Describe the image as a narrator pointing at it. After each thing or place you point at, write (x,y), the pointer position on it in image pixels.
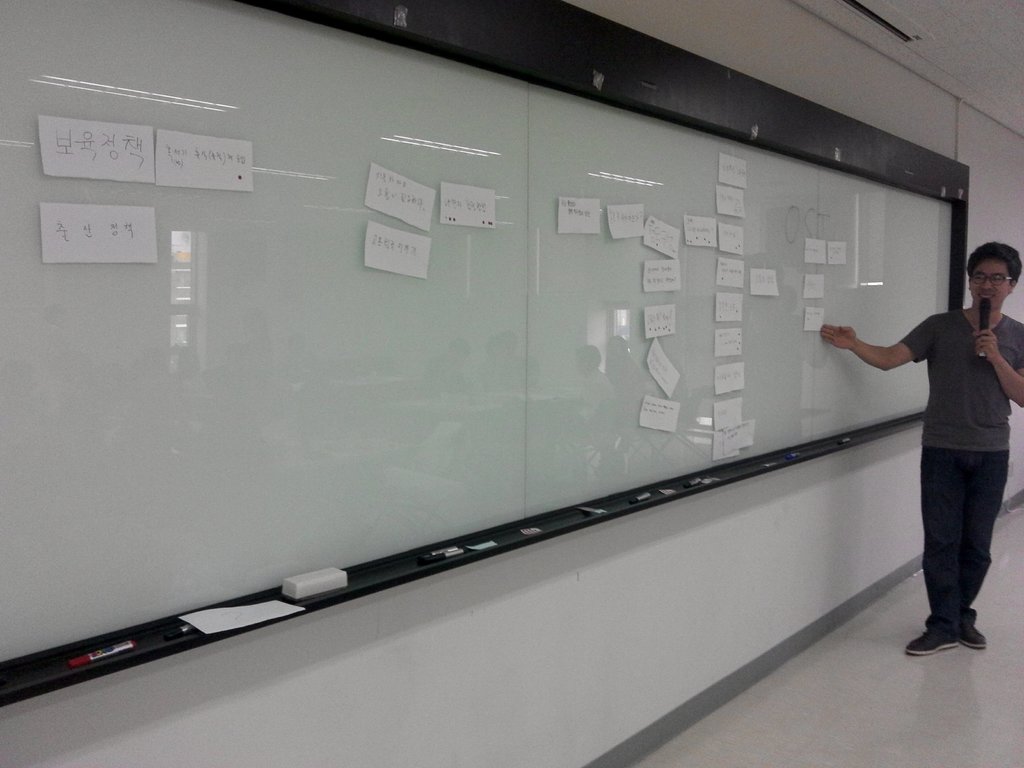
On the right side (962,408) there is a person (988,290) wearing specs (988,278) is holding a mic (984,314) and standing. Near to him there is a glass board (515,173). On the board (163,182) there are papers (711,242) pasted. Near to the board (380,543) there are markers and duster (331,572). And the board (301,568) is on the wall (549,603).
